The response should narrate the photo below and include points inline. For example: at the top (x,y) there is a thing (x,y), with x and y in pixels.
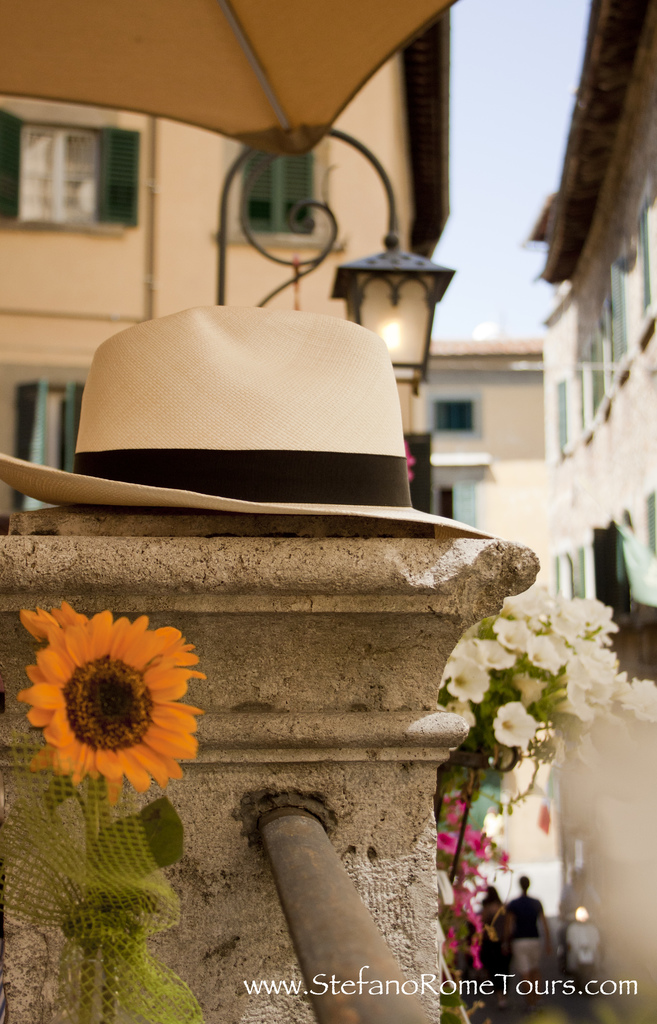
I can see a hat (293,487), which is placed on the wall (406,747). These are the buildings (364,199) with the windows (127,166). This looks like a lamp (413,295). I can see a sunflower (175,709). These are the plants (480,726) with the flowers (524,715). At the bottom of the image (530,962), I can see two people (513,907) standing. This looks like a vehicle (582,955). I can see the watermark (570,992) on the image.
